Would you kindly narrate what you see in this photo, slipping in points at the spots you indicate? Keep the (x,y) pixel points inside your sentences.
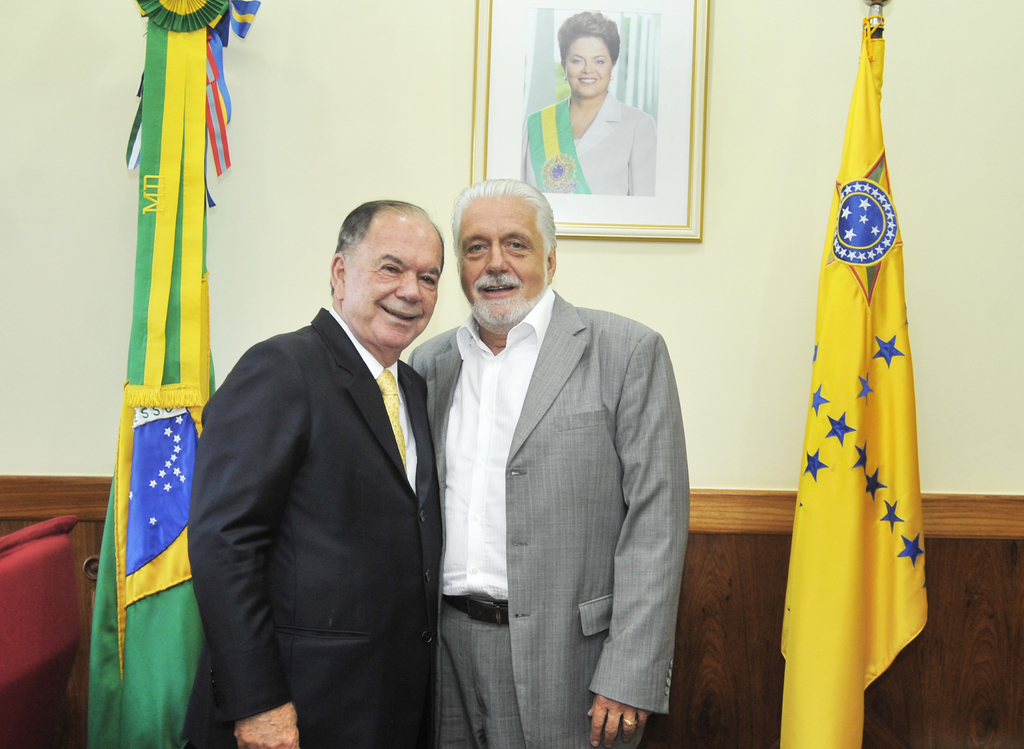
In the picture I can see two men (423,554) are standing and smiling. These men (468,352) are wearing coats (415,656). In the background (520,94) I can see a photo frame (528,120) attached to the wall (815,227). I can also see flags (882,349) and some other objects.
